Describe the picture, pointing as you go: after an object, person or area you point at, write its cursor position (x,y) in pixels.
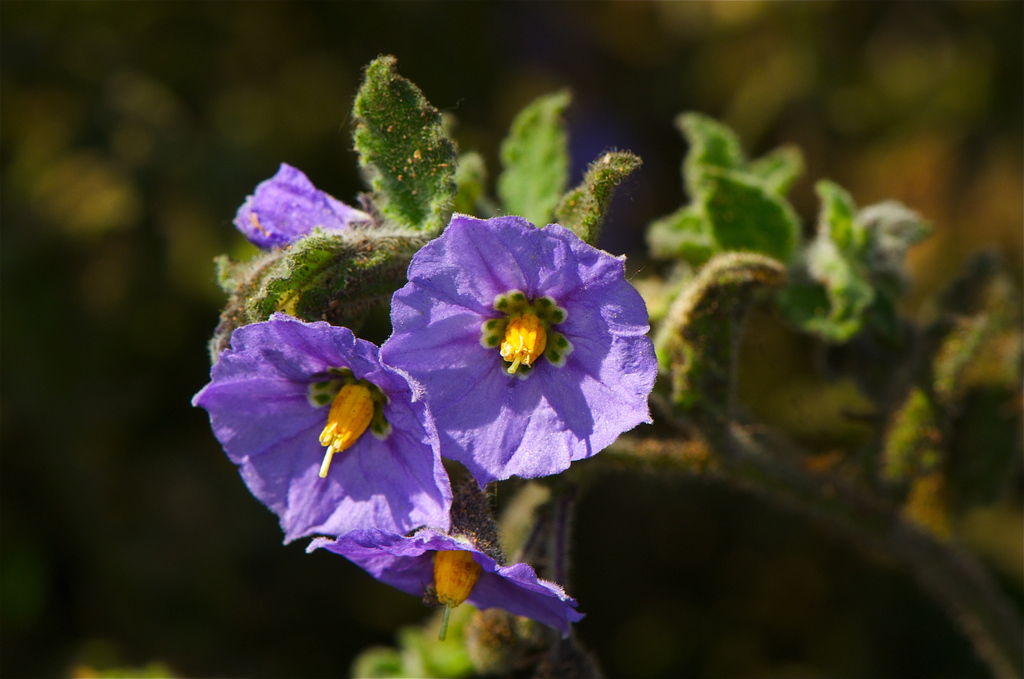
In this image in the foreground (463,400) there are some flowers (477,378) and plants (336,232), in the background (315,146) there are plants (119,211).
